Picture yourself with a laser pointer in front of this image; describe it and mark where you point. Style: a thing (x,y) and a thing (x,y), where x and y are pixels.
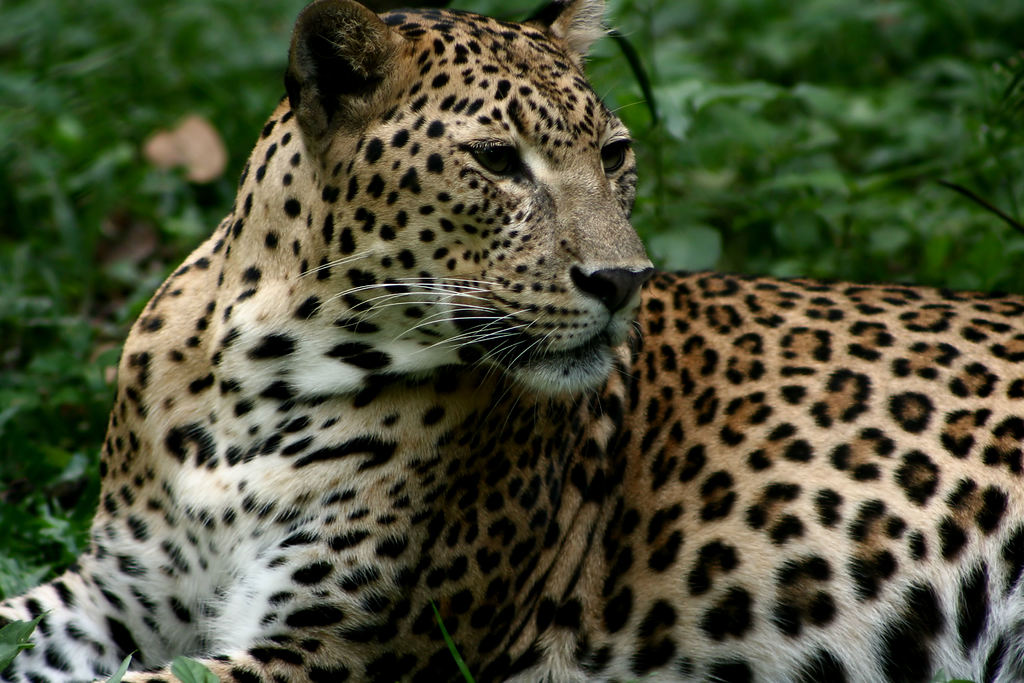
In this image we can see a leopard (591,206) is sitting and in the background (254,73) there are plants (85,269).
